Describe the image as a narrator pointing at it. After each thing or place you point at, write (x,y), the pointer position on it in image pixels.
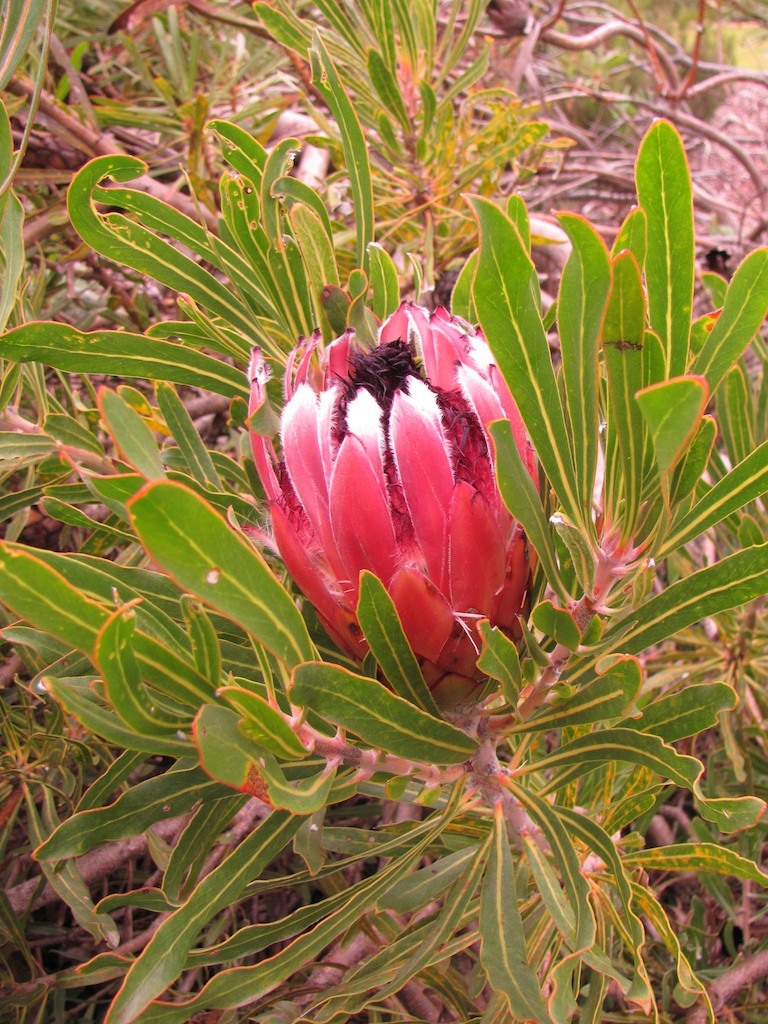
In the image we can see some plants (724,928) and there is a flower (353,416).
